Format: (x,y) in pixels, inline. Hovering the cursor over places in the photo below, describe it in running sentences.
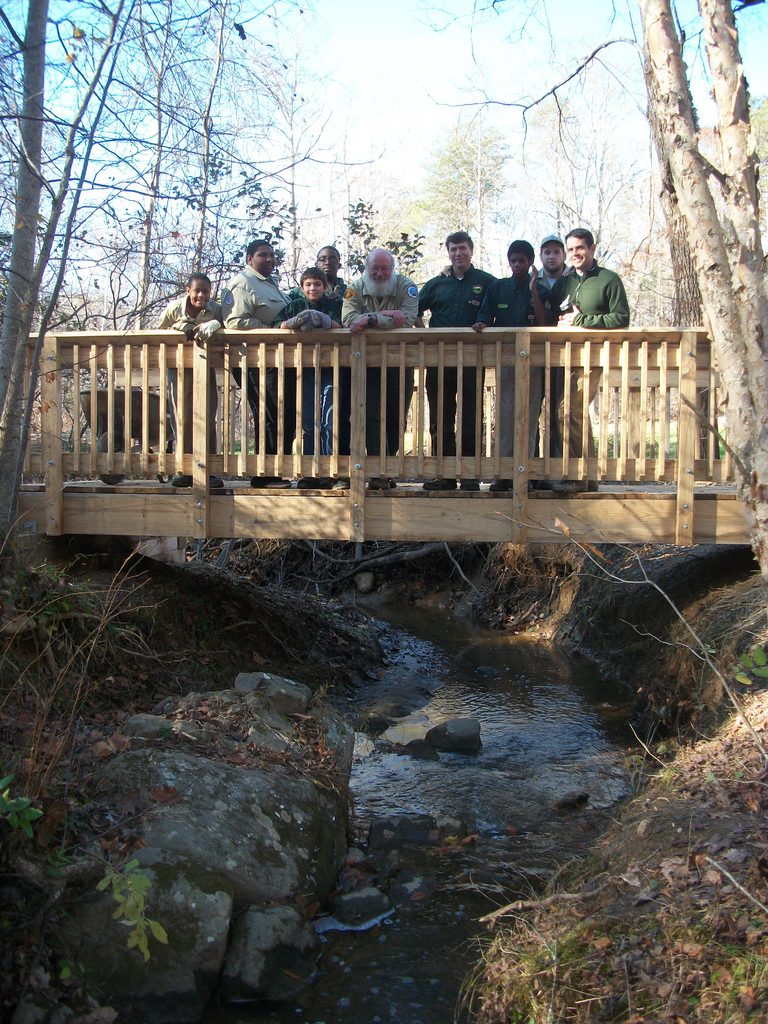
In this image, we can see people (191,392) standing on the wooden bridge (349,510). At the bottom of the image (219,828), we can see the water (367,710), stones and plants (114,877). In the background (516,226), there are trees (715,260) and the sky (398,62).
